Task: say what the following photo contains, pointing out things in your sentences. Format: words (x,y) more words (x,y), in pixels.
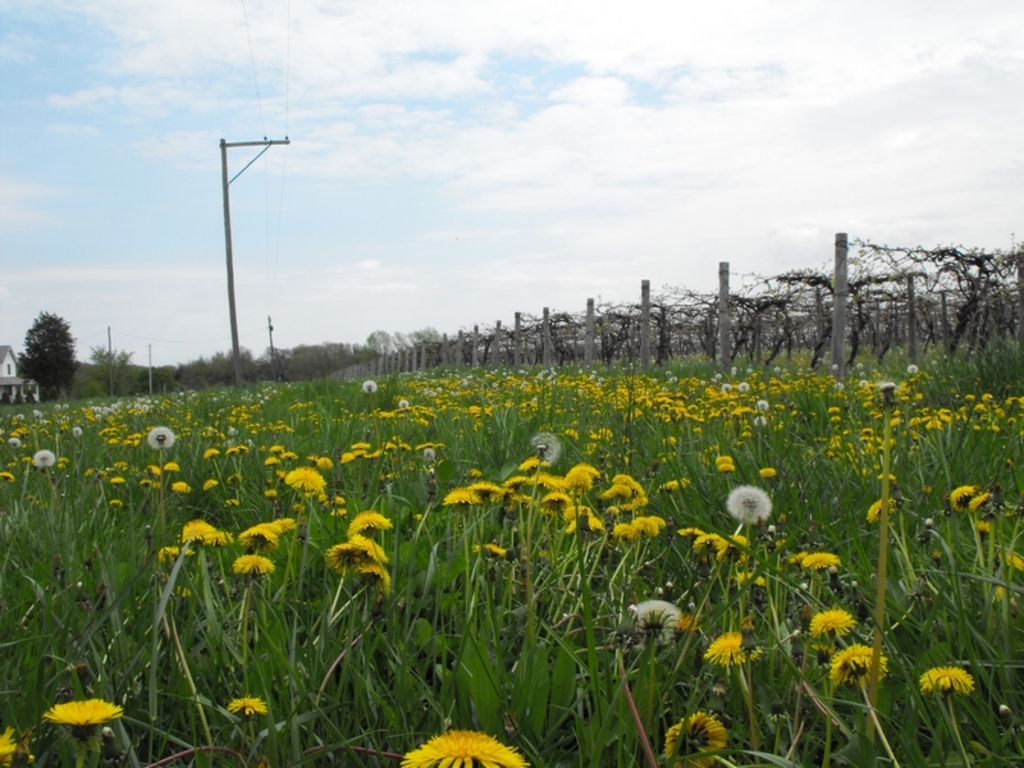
In the picture we can see, full of grass plants (53,534) and to it we can see some flowers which are yellow in color and some flowers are white in color and beside it, we can see some creepers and in the background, we can see trees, house (11,400), poles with wires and behind it we can see a sky (482,142) with clouds (482,142).
